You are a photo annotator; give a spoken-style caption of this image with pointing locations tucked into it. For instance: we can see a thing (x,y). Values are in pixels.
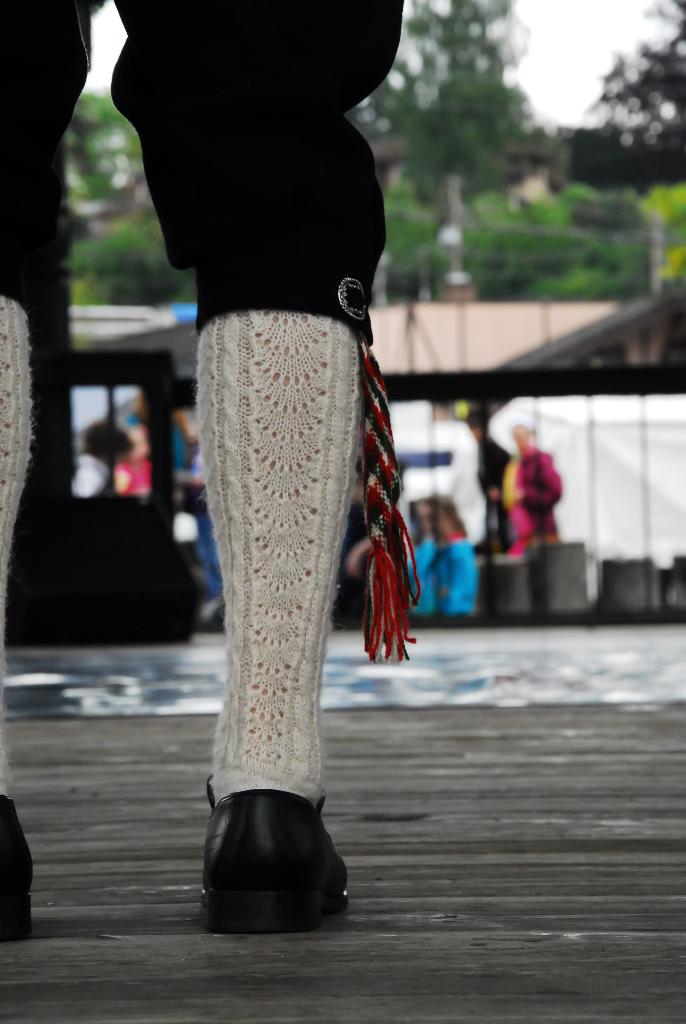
In front of the picture, we see the legs (11,167) of the person (275,239) wearing black pant (192,244), black shoes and white socks (298,618). In the background (454,597), we see people (356,558) standing under the tents (676,454). Beside that, we see a building (592,367) in beige color. There are many trees (478,190) in the background (405,243).
